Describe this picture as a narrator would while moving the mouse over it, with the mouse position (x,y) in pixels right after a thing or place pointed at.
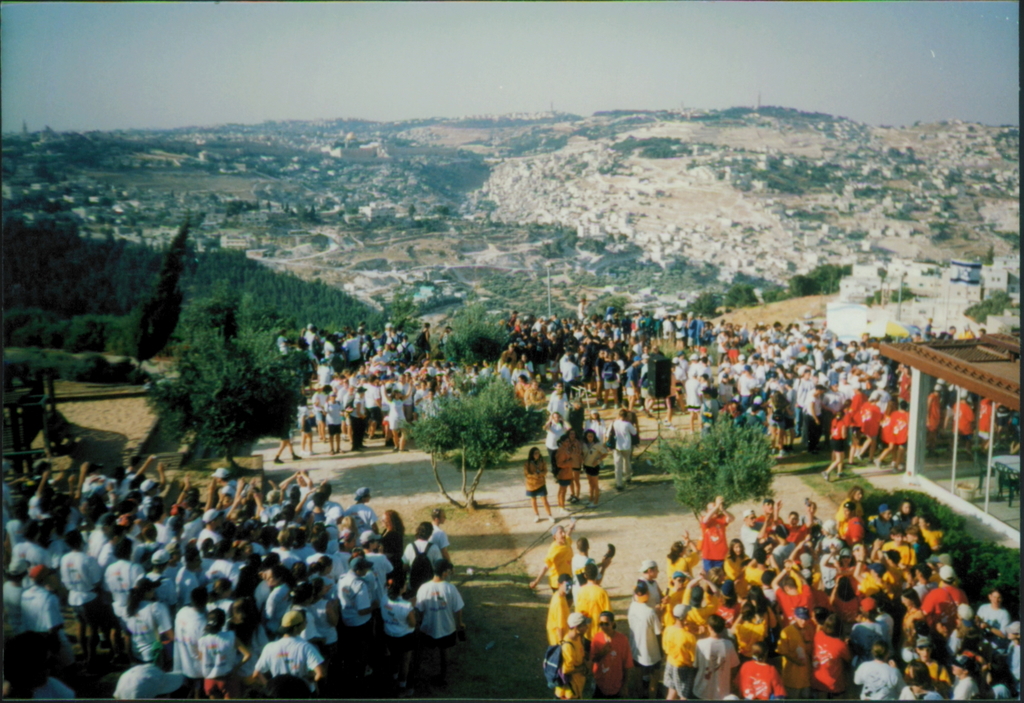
In this picture I can see group of people (111,619) standing. There are buildings (1011,524), trees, and in the background (821,90) there is the sky (817,66).
